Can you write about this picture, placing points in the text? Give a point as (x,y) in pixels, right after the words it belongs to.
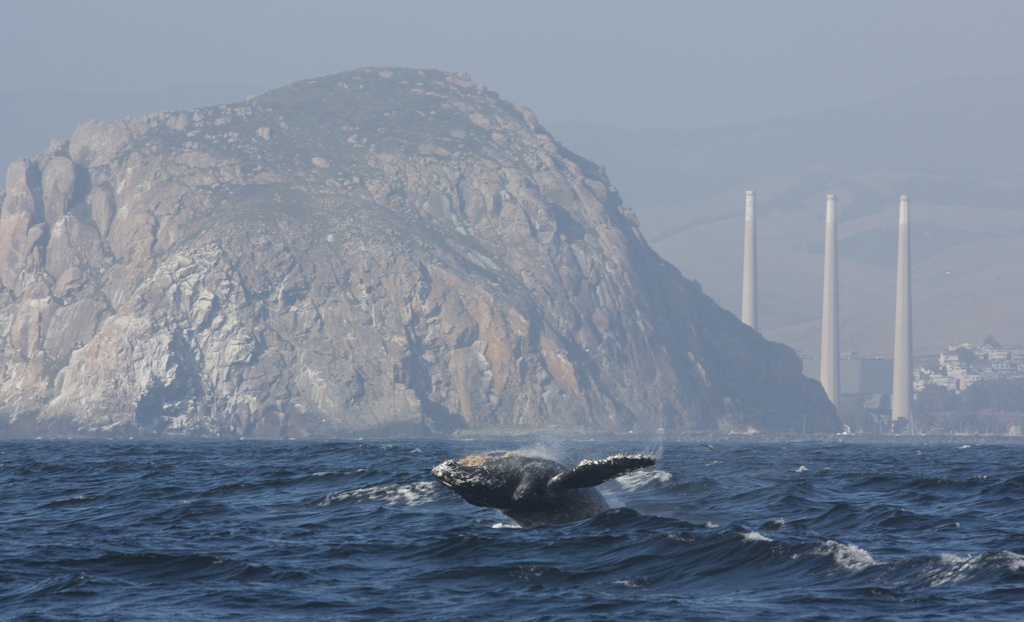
In this picture I can see there is a whale (544,523) in the water (430,538) and in the backdrop (609,334) I can see there is a mountain (385,406) and buildings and the sky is foggy.
